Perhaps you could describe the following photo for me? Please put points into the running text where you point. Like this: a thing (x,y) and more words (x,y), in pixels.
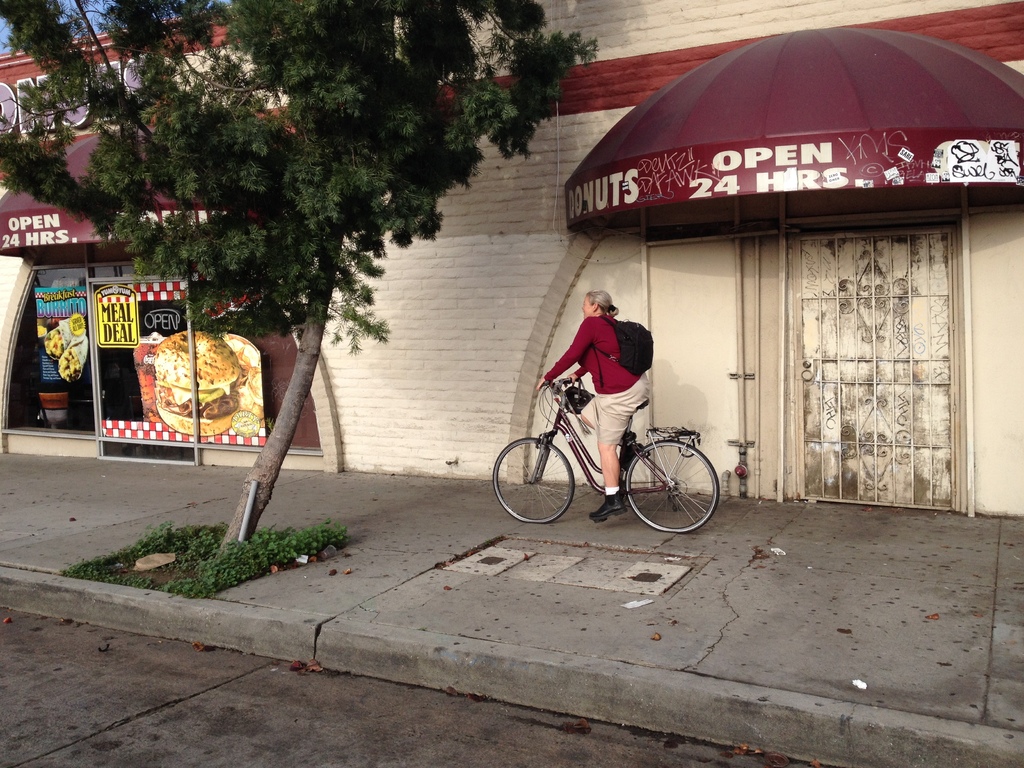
There is a woman (599,413) in the picture wearing a red t shirt (597,365) riding a bicycle (533,474) on the footpath (492,597). There is a tree (211,255) and some plants (218,546) under the tree (198,256). We can observe a wall (492,244) and a shop (732,187) here in the background (104,248). The woman (630,373) is holding the bag (630,345) on her back (612,338).
